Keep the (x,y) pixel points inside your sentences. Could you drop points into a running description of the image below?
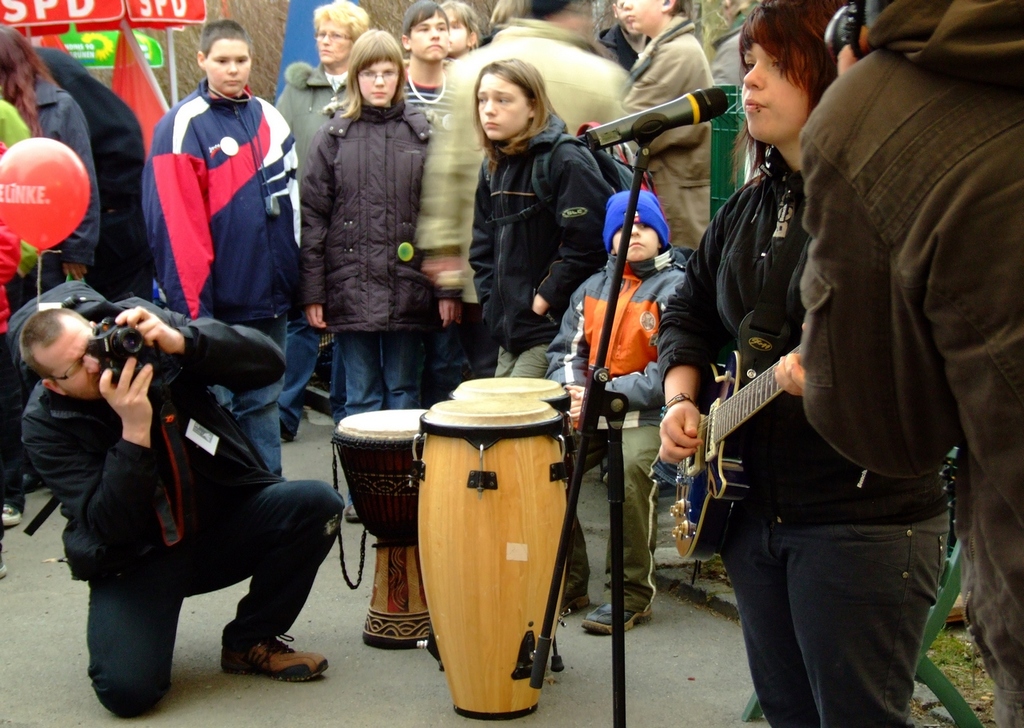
In this picture we can see a group of people (361,112) looking at the person (757,90) here holding guitar (733,413) in her hand (691,448) playing and singing on mic (668,117) and two persons (117,509) holding camera (138,361) in their hands (133,401) and taking pictures of that person (754,179) and in the background (303,40) we can see wall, flags (139,56), banners (114,27).
